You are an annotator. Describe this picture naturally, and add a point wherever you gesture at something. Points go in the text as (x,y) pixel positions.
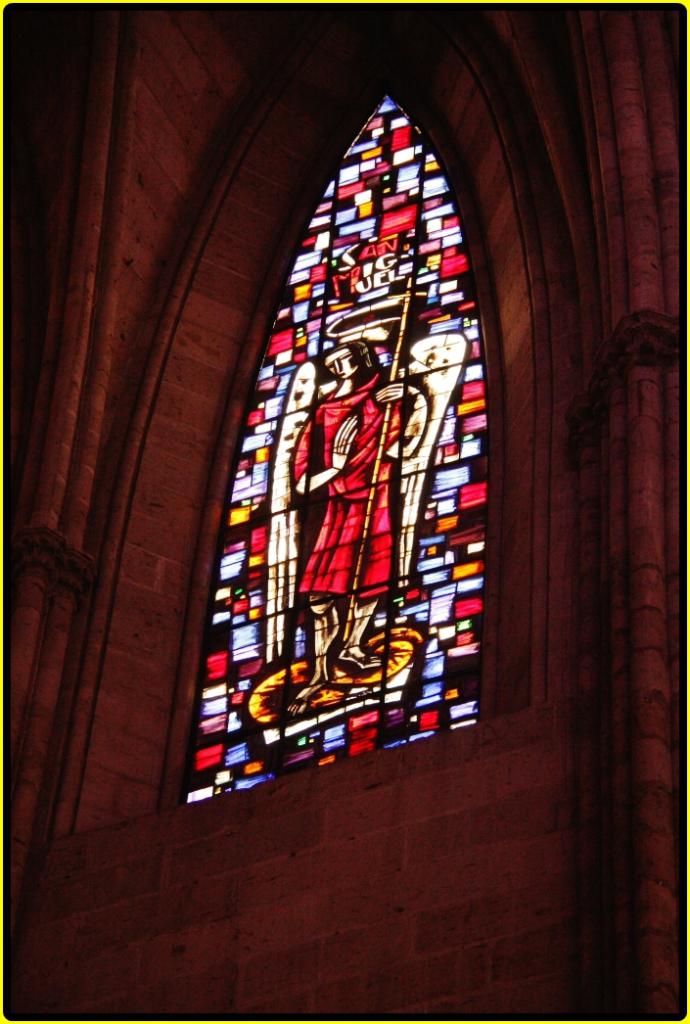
In this image there is a wall (492,255), there is a stained glass (362,448).
